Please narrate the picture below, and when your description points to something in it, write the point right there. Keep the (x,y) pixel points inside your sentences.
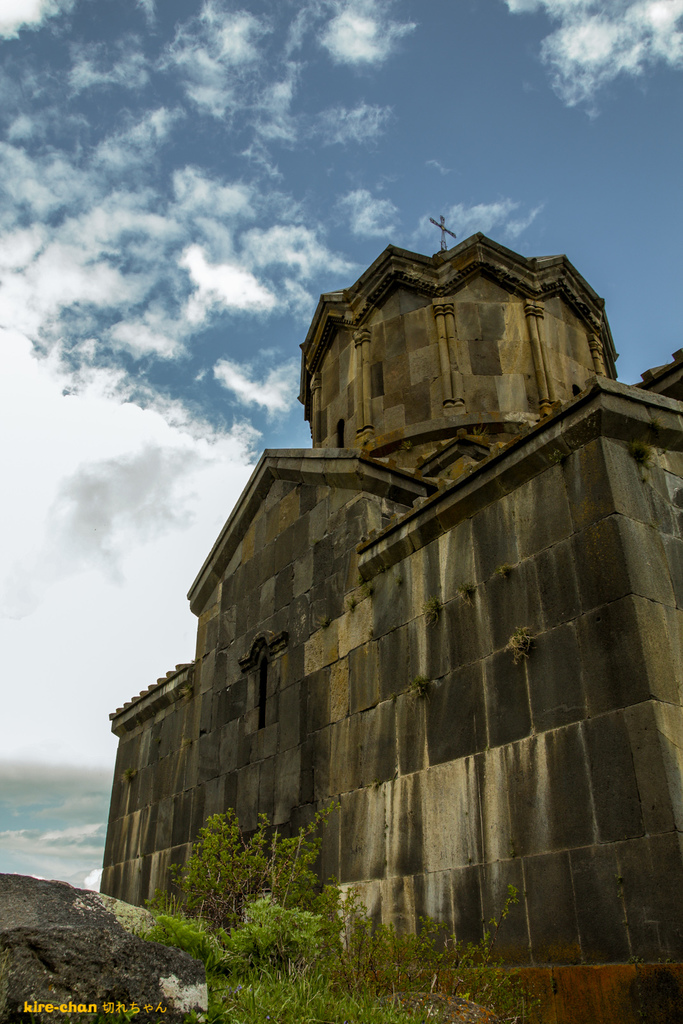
In the image there is a church (278,685) on the right side (476,386) with plants (375,933) in front of it and above its sky (211,191) with clouds (571,49).
